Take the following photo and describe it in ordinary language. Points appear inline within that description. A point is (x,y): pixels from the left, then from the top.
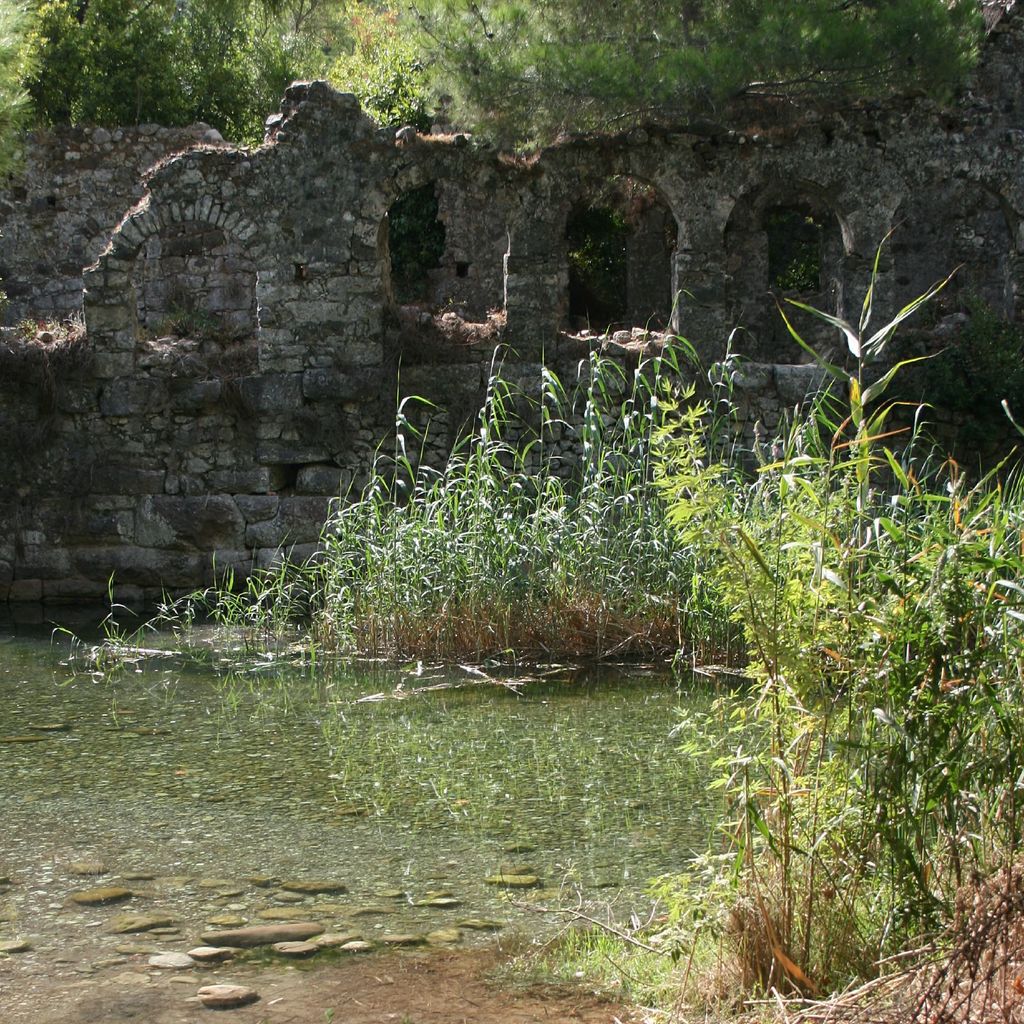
In this image I can see the water (384,773). To the side of the water (584,690) there are plants (734,566). In the back (332,361) I can see the wall (187,412). In the background (293,67) there are many trees (332,15).
